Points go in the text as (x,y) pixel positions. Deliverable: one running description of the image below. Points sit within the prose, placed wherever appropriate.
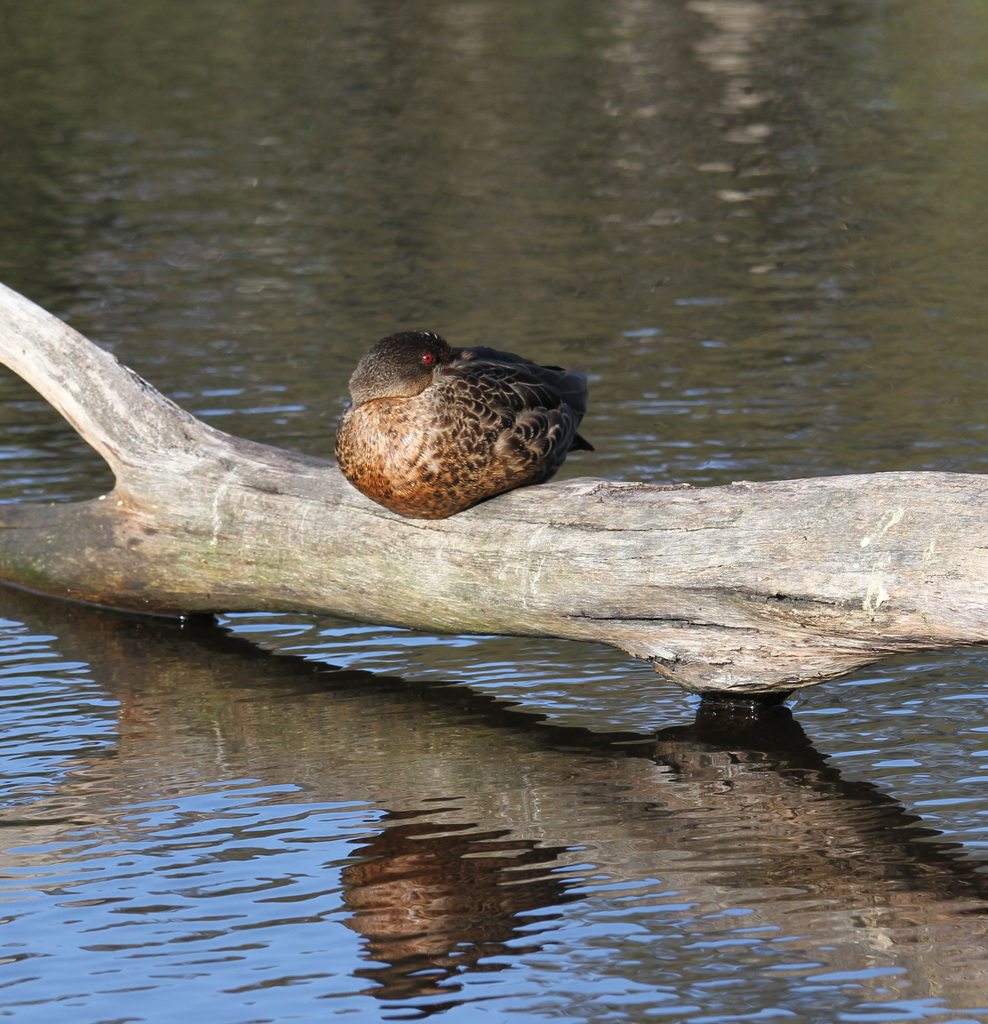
In this image we can see there is a bird (543,465) on the trunk (788,492). And there is a water (387,225).
